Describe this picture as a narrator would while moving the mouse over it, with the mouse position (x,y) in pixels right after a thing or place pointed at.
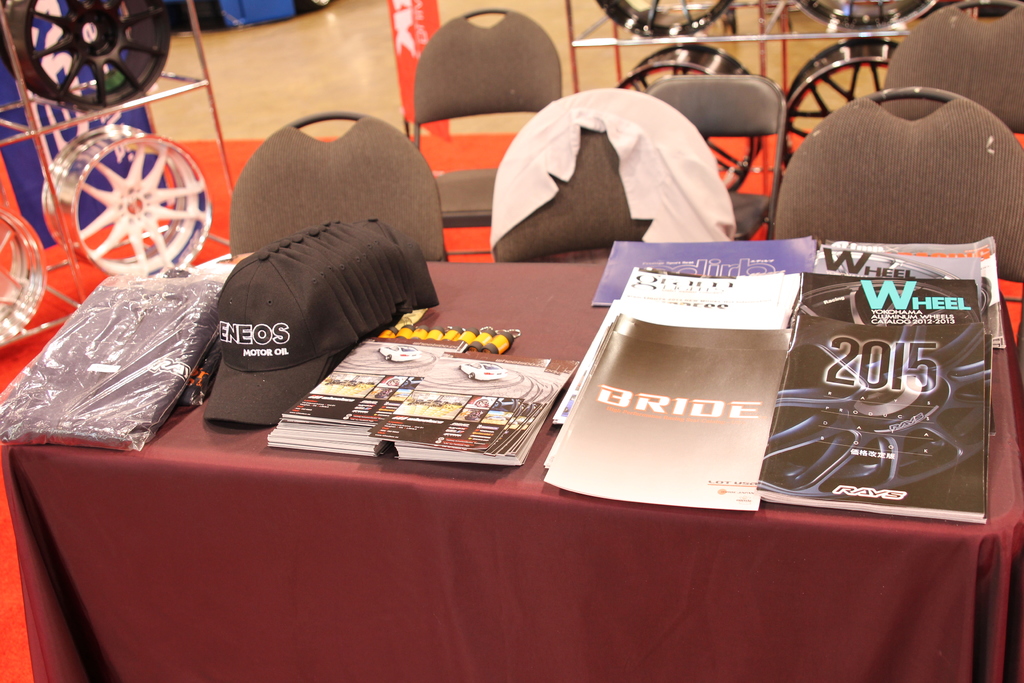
In this picture I can see hats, keychains (407,338), pamphlets (421,362), books (765,365) and some other objects (55,342) on the table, there are chairs (995,214), there are rims (62,13) in the racks (4,19), there is carpet (200,143) and some other objects (266,9).
